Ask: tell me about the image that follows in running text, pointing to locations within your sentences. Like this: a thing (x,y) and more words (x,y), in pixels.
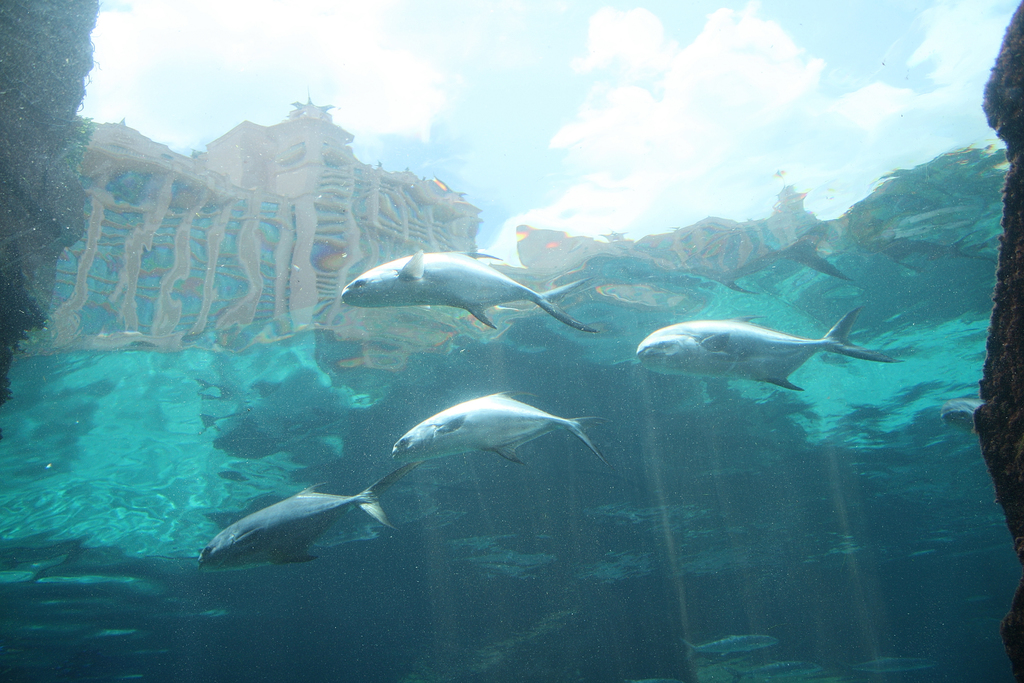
In this image I can see inside view of water (293,596) and I can also see four fish (399,446) in the water (651,323). In the background (250,267) I can see a building (307,194), clouds (234,31) and the sky (498,183).
